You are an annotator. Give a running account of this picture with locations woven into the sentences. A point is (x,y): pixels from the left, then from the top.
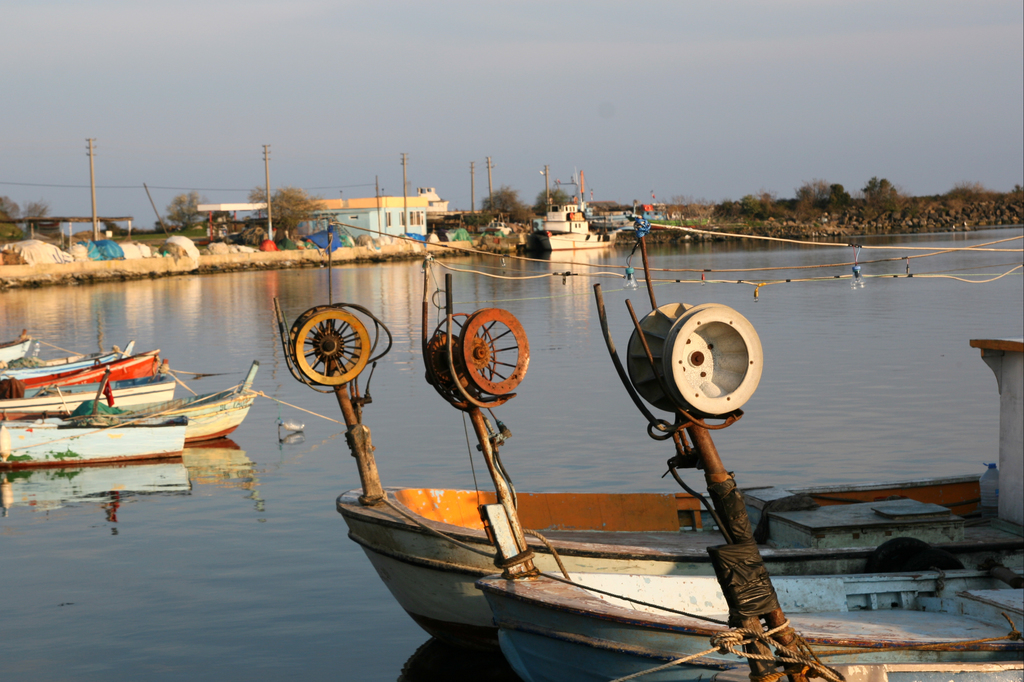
In front of the image there are reels (334,375) on the boats (634,575), behind the reels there are a few other boats (91,447) on the water (458,319), behind that there is a rope (729,281) passing on top of the river (623,254) and there is a ship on the river (947,263), on the other side of the river (503,281) there are electrical poles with cables (47,183) on it, tents (121,223) with poles (63,235), covers (33,250), trees (304,213), houses (408,215) and rocks (927,209).
